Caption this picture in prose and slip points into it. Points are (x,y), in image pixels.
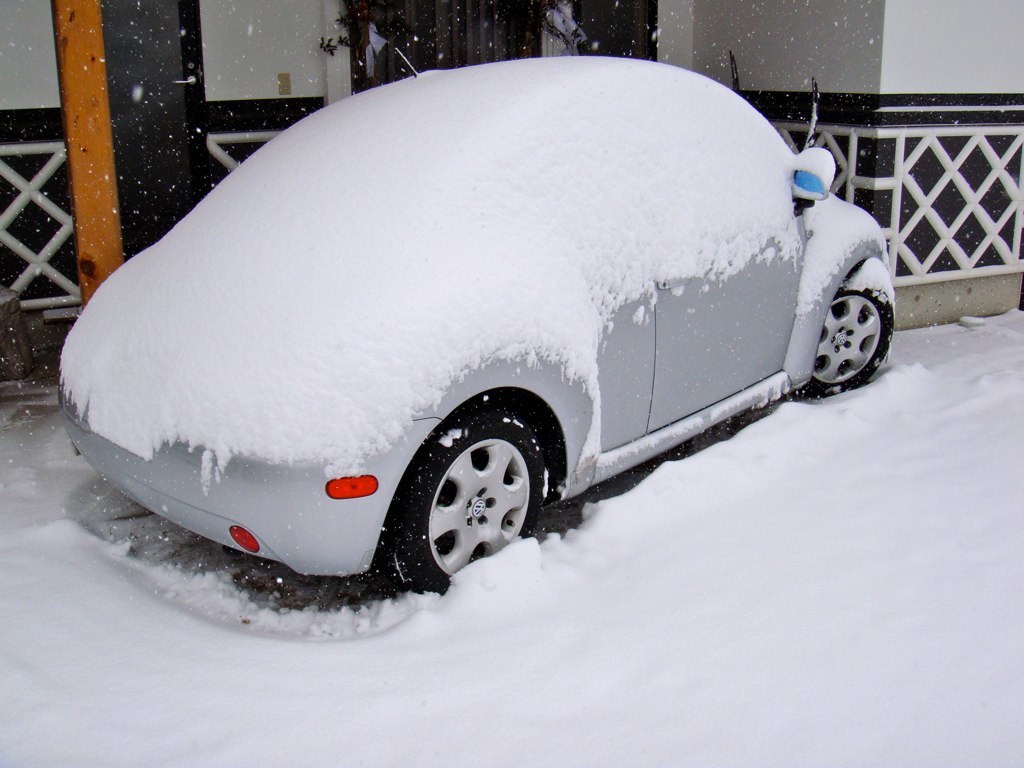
In this picture, we can see a car (554,376) covered with a snow (336,255) and the ground (580,526) covered with a snow (950,496) and we can see a building (290,64) with snow (41,587).
